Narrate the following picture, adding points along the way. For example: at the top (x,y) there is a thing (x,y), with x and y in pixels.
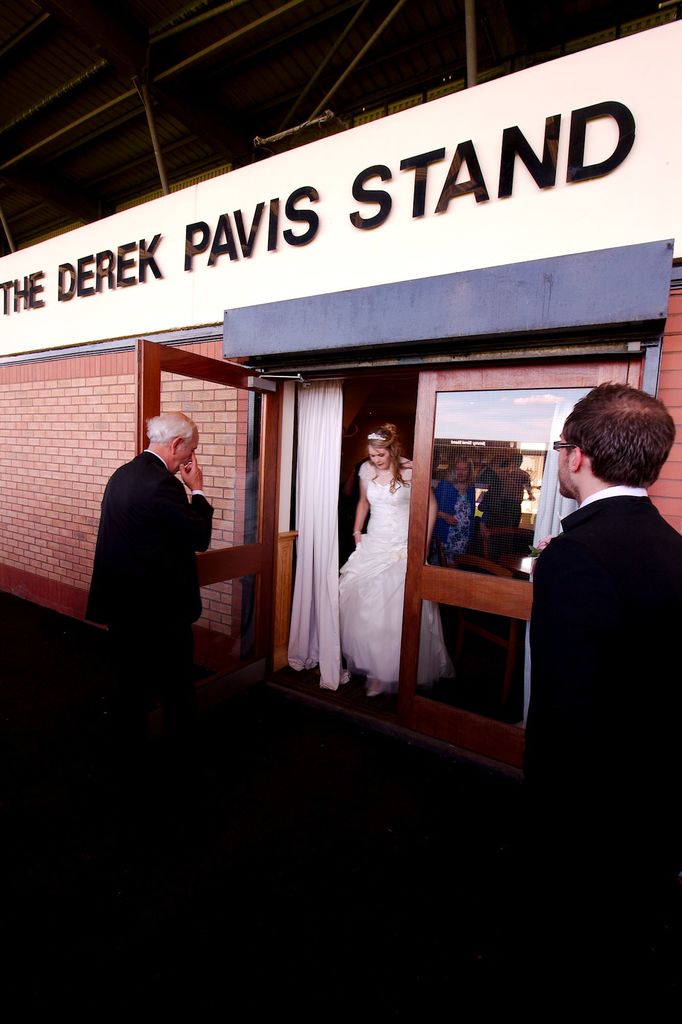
In the foreground of this image (262,753), there are two men (617,714) wearing suits (617,708) are on the floor (337,772). In the background (487,429), there is a woman (387,512) in white dress (382,505), glass door (424,524), curtain (333,472), wall (84,409), text (503,183) on the building (396,232) and on the top (117,85), there is the inside roof (83,124).
